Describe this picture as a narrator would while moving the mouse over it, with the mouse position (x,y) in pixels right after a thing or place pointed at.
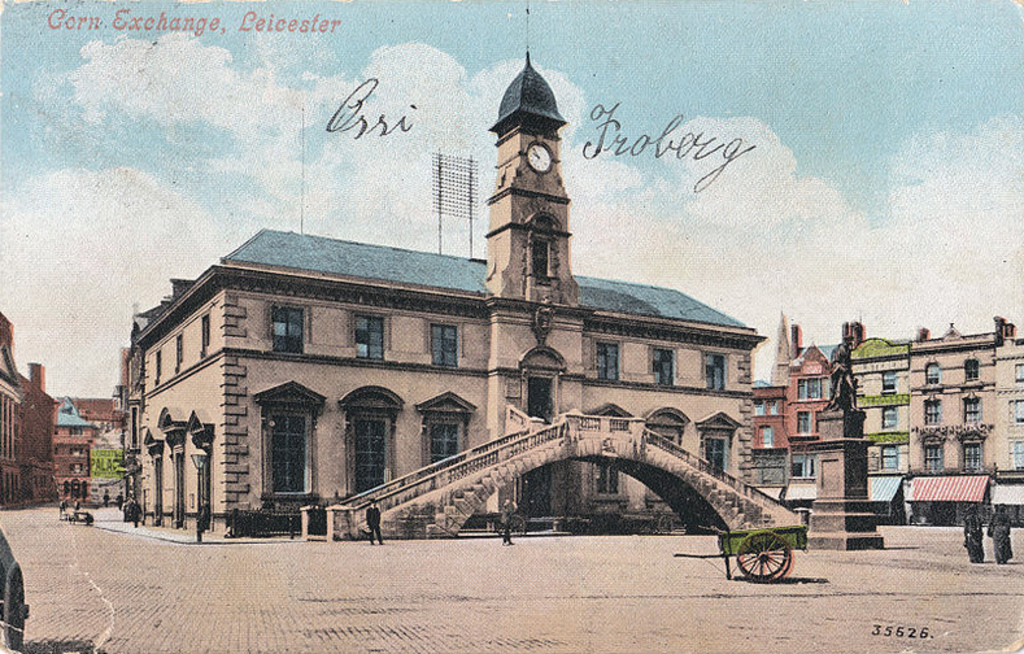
We can see wheel cart (735,540) on surface (450,618) and we can see persons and statue (855,414). On the background (385,114) we can see buildings (545,141) and sky (558,59). Top of the image (679,135) we can see text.
